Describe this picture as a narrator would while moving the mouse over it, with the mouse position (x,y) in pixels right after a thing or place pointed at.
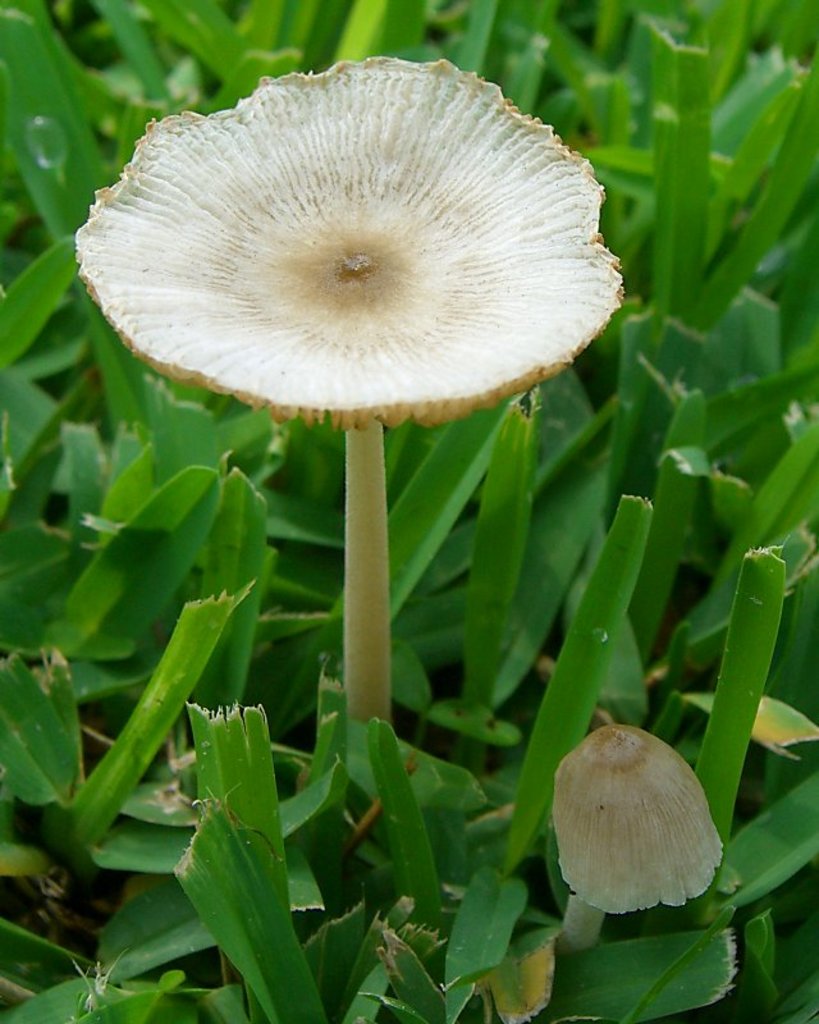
In this picture we can see a mushroom (363,232) here, at the bottom (75,740) there are some leaves (726,233).
